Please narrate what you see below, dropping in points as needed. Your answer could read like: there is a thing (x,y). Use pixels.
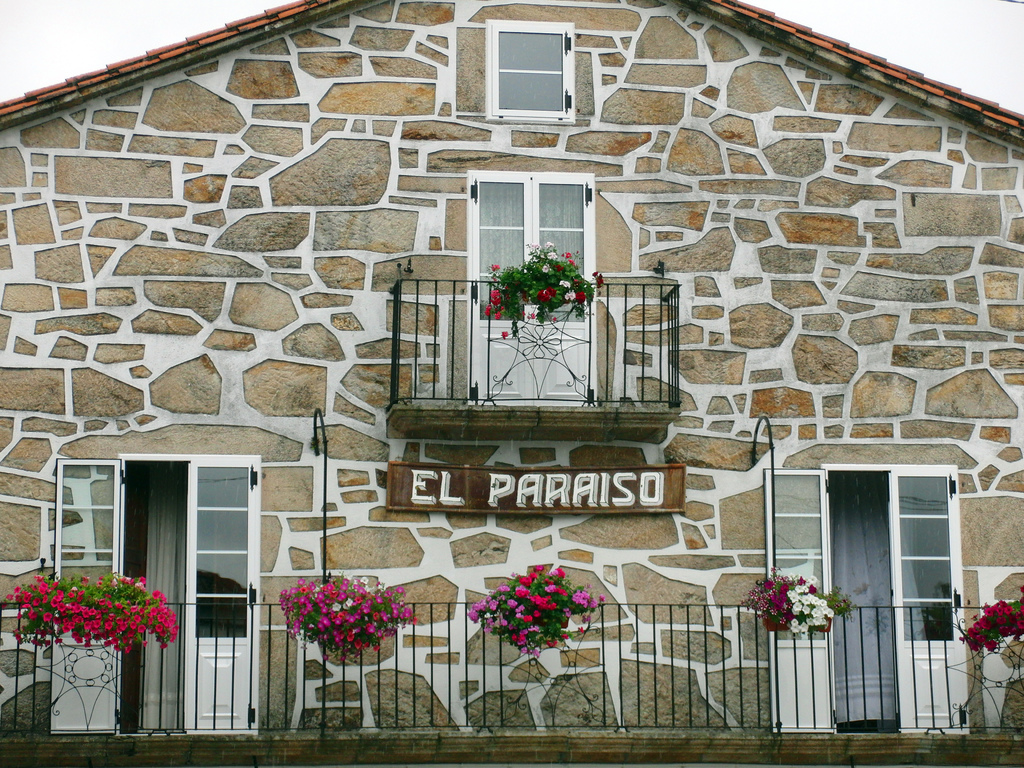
In this picture I can see a building (533,403) and I can see couple of curtains (157,496) and glass doors (237,534) and I can see text (577,487) on the wooden board (568,502) and I can see few plants (67,612) with flowers (504,630).
